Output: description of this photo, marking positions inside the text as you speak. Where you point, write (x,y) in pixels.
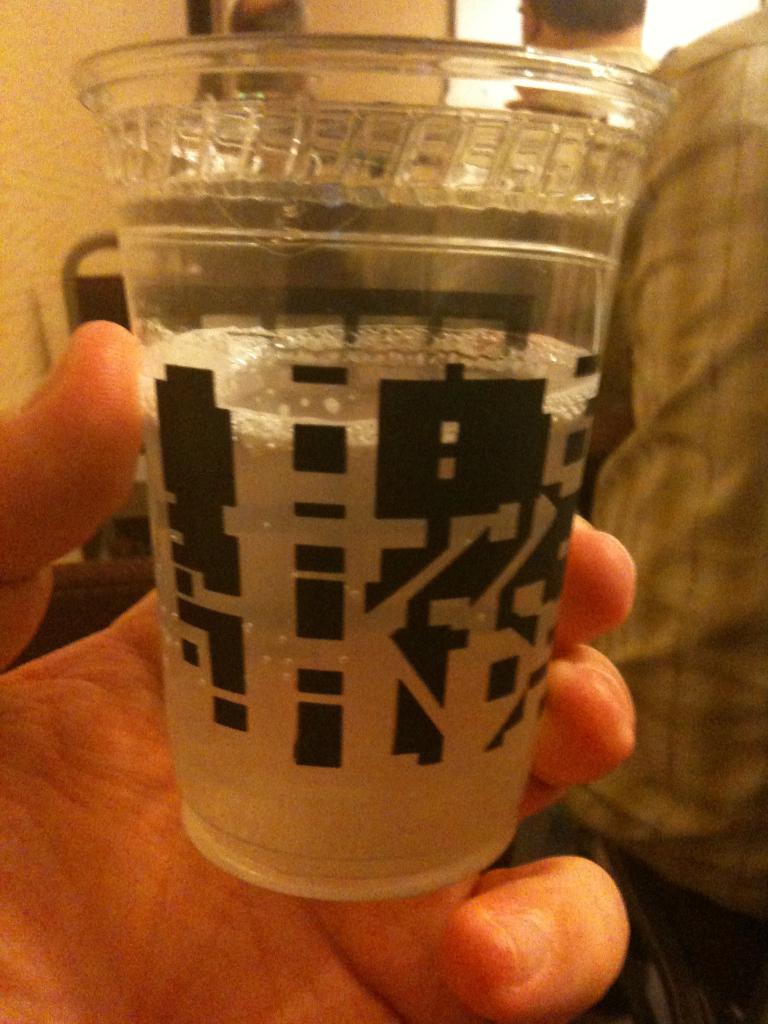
In this image I can see the person (85,657) holding the glass (265,792). In the background (687,496) I can see few more people (724,549) and there is a cream color background (61,112).
